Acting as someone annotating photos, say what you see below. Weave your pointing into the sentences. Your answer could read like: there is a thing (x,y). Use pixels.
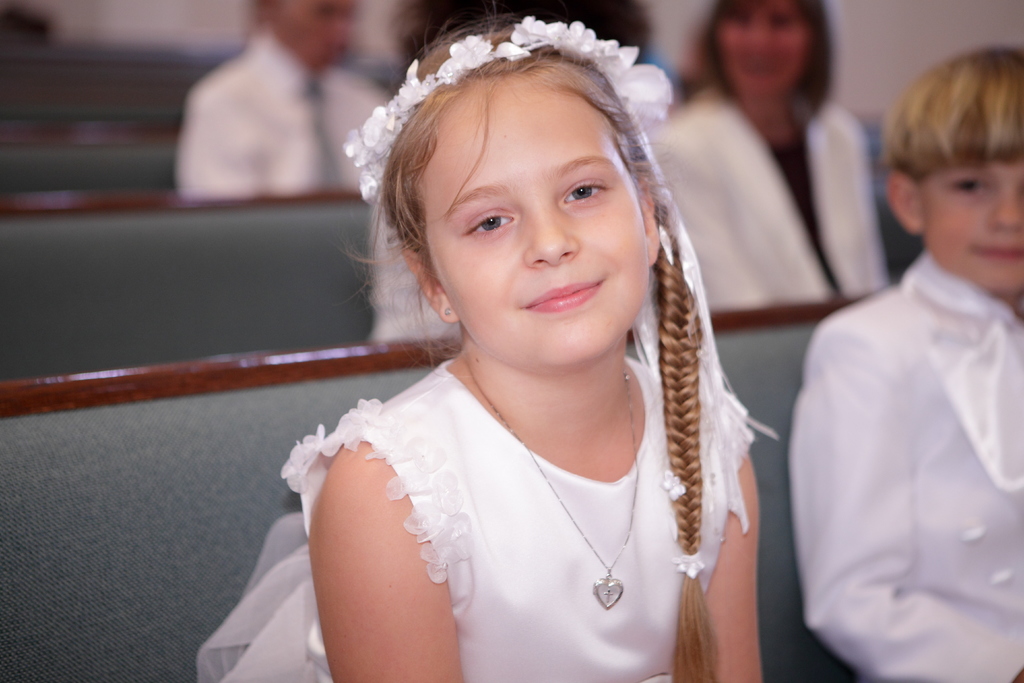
In this picture we can see some people (516,387) sitting, these people (555,239) wore white color dresses (286,70), there is a blurry background (86,123).
